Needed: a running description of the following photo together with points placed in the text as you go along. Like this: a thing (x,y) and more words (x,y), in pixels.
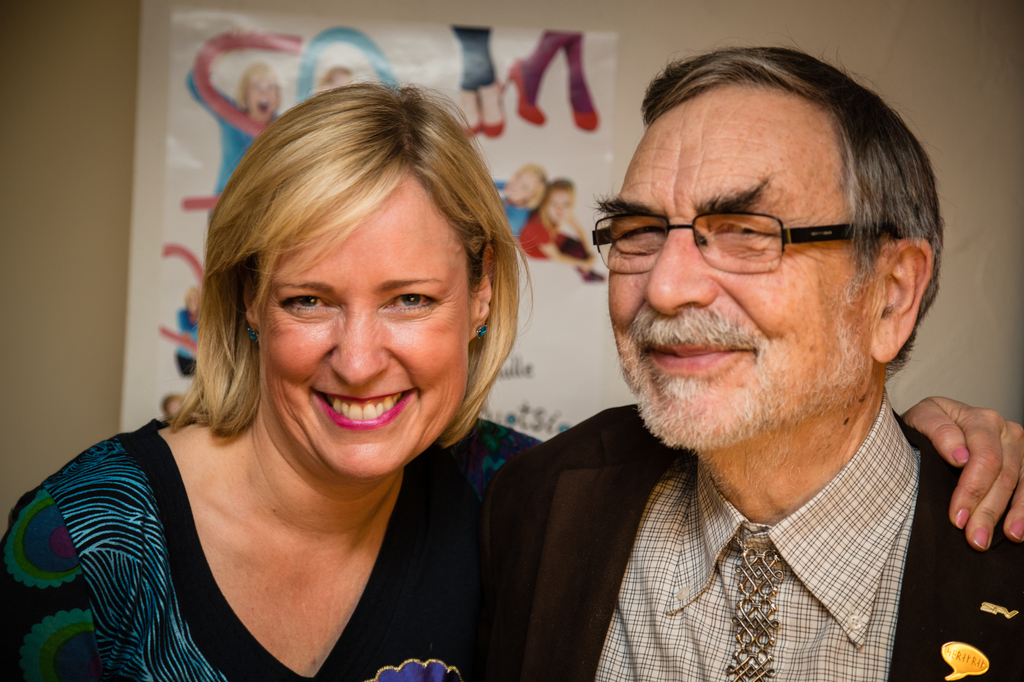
In the picture I can see a man (651,428) and a woman (407,519) are smiling. In the background (156,249) I can see a poster (199,224) attached to the wall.
